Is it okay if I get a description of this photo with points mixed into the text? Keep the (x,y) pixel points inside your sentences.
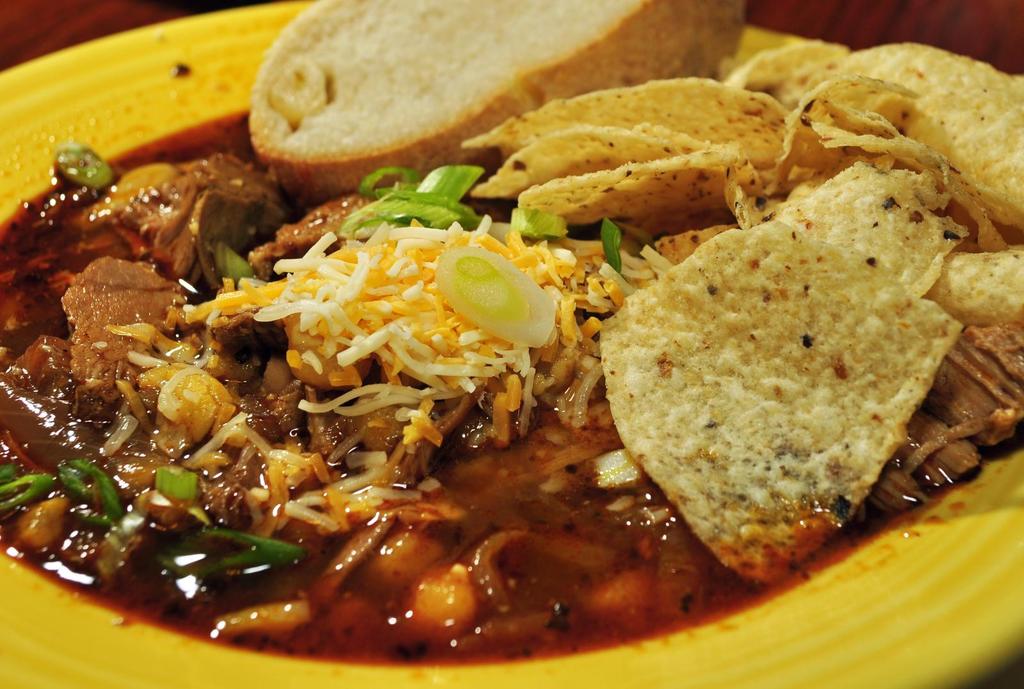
In this image we can see some food (517,434) in a plate (45,637) which is placed on the surface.
